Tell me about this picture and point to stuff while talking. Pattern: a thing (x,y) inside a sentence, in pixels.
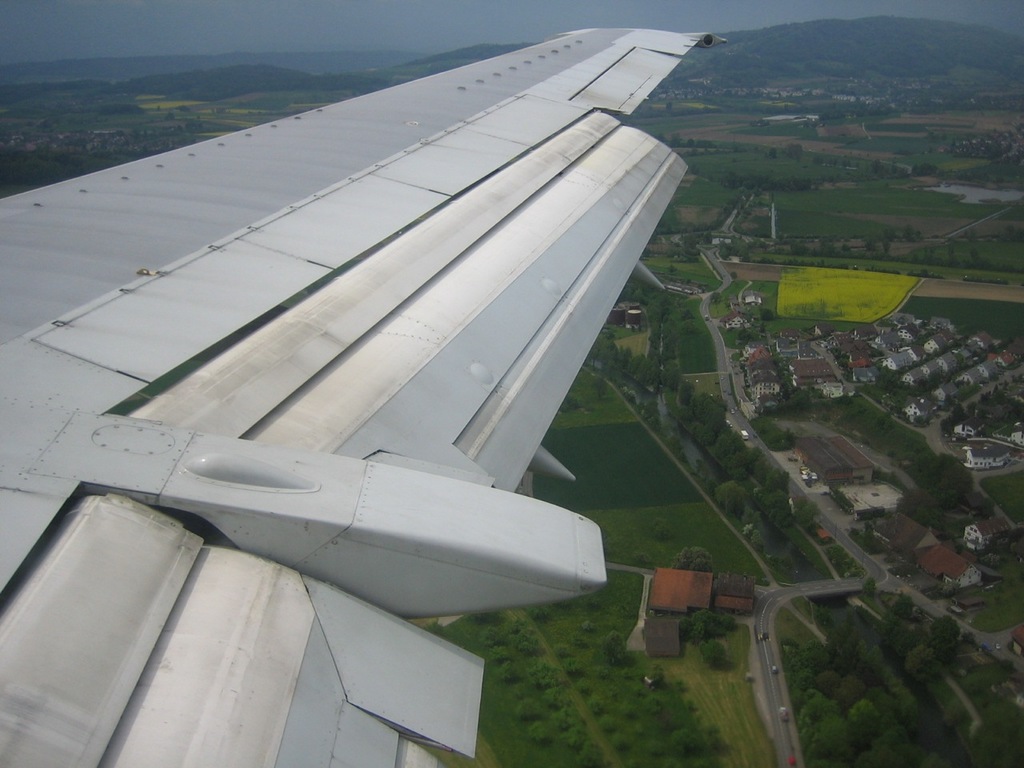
In this image I can see a wing (334,590) of the flight (467,410) under that there are so many buildings (1013,428), trees (934,72) and mountains (934,72).
